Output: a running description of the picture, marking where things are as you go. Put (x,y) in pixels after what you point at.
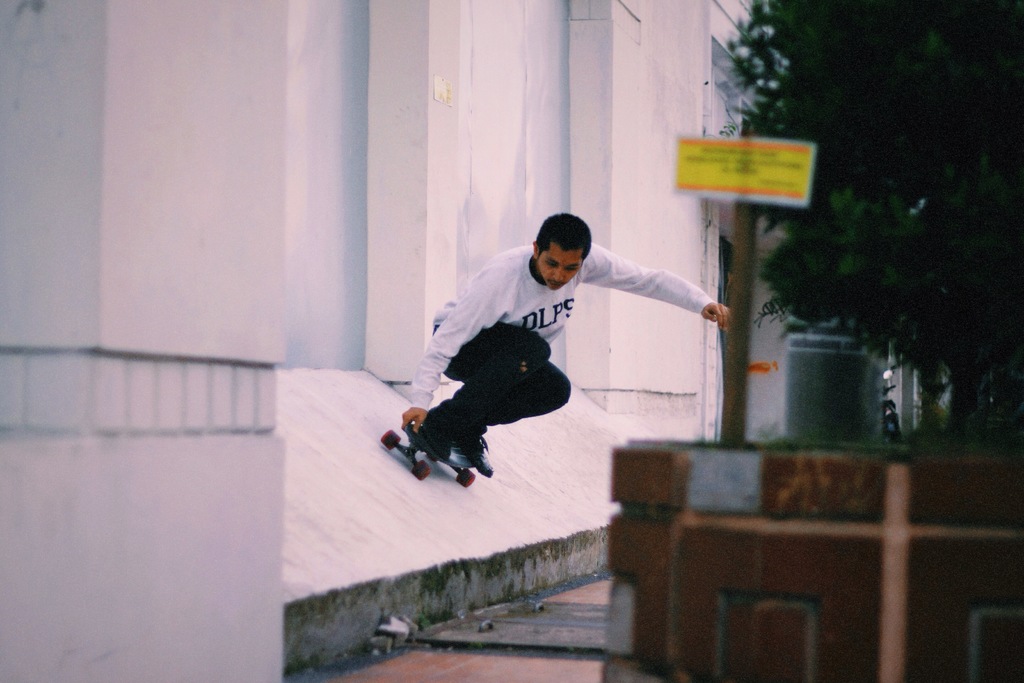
In the picture we can see a man (727,314) skating on the wall (379,358) and beside him we can see the tree (859,280) and a pole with a board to it.
